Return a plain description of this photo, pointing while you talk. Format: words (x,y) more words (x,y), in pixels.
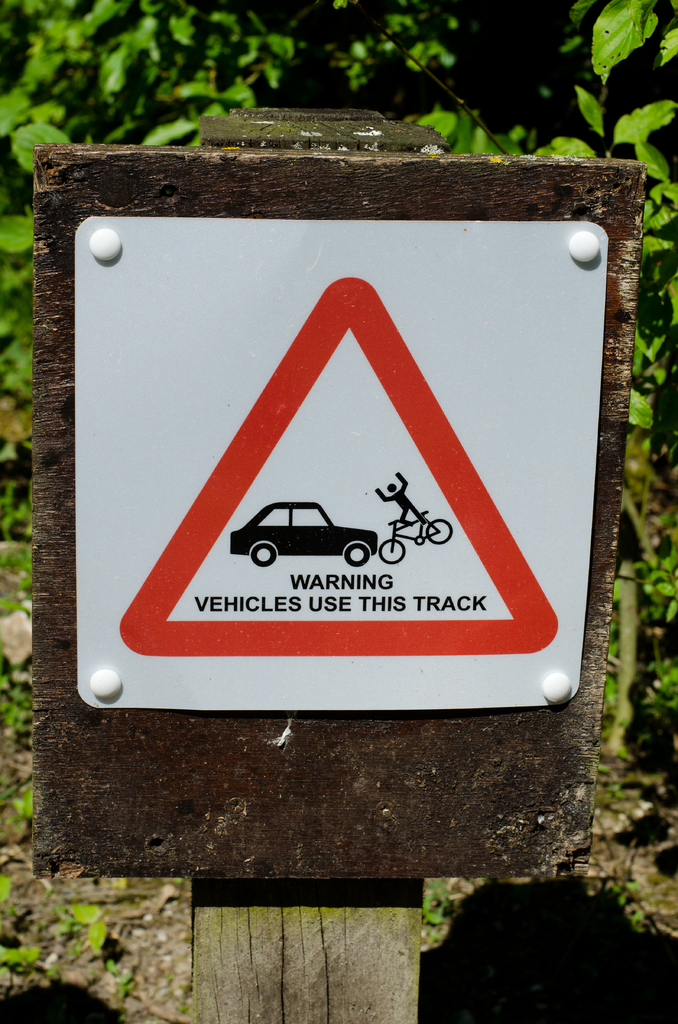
In this image I can see a sign board (263,287) attached to the wooden board (232,173). It is in white, red and black color. Back I can see trees (193,51).
